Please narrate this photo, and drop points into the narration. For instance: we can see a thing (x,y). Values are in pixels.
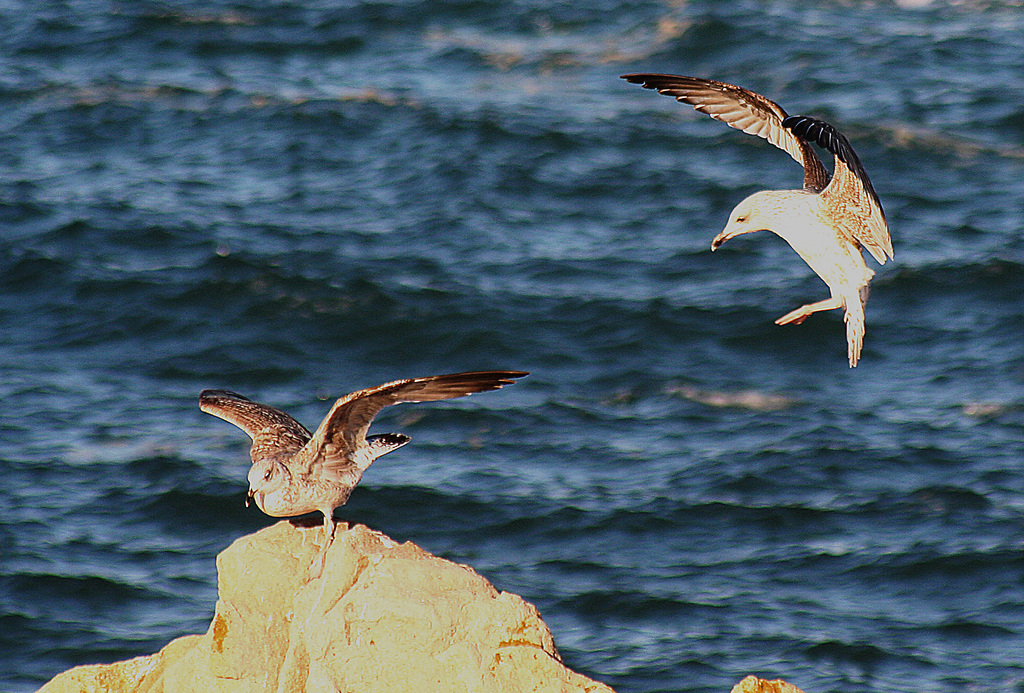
In this image, we can see a bird (291,507) is on the rock (340,635). On the right side of the image (832,246), we can see another bird (813,231) is flying in the air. In the background (620,368), we can see the water (669,399).
